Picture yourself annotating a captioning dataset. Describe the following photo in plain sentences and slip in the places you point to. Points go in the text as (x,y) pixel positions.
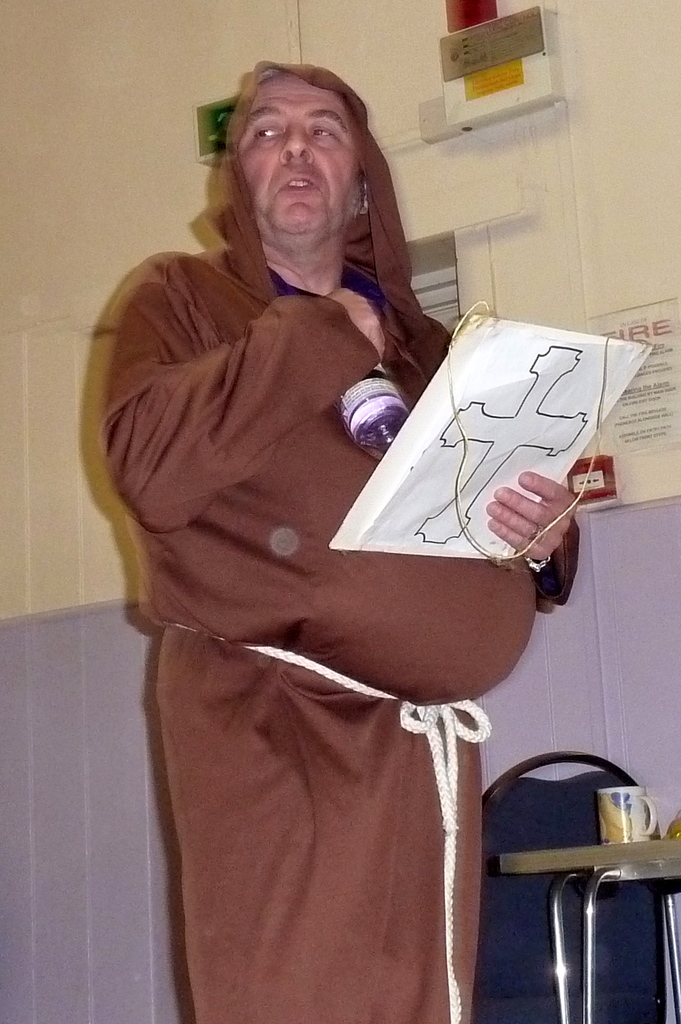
In this picture we can observe a person (299,476) wearing a brown color dress (307,728). We can observe a rope (291,659) around his belly (389,684). He is holding a paper (434,403) in his hands (541,486). On the right side (634,857) there is a table (618,845) on which we can observe a glass (614,813). There is a blue color chair (511,942). In the background (97,100) there is a wall (76,259).
